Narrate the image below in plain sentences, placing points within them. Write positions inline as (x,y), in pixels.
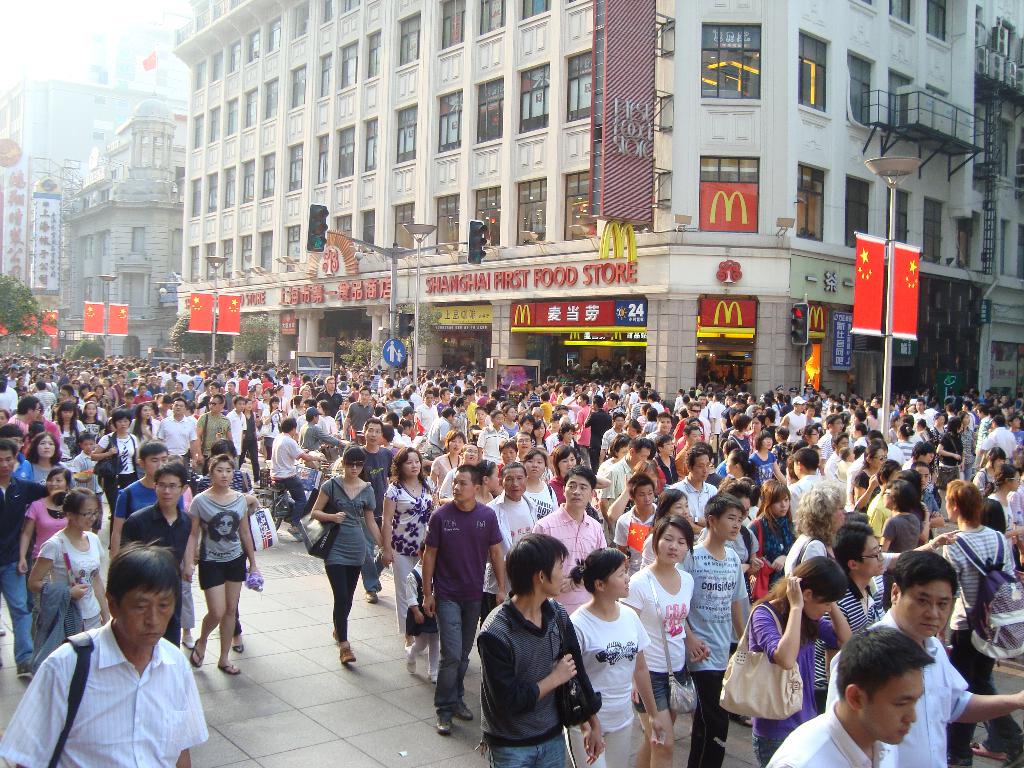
In this image there are a lot of people (468,515) walking on the streets (318,614), on the other side of the street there are lamp posts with banners (203,323), traffic lights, trees (176,331) and buildings (344,334). In front of the buildings (652,302) there are shops (353,316) with name plates (550,327) on it.
